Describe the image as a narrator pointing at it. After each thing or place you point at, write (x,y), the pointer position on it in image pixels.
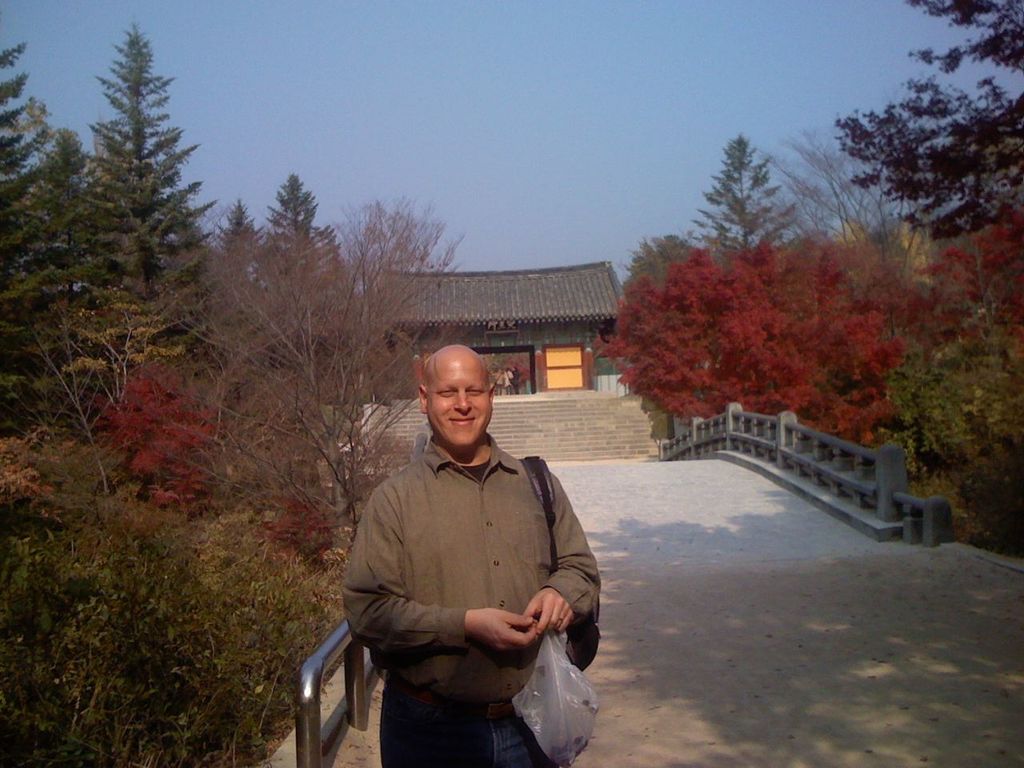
This picture is clicked outside. In the foreground (452,519) we can see a person (459,473) wearing shirt (506,506), bag (588,636), holding a plastic bag (541,709) and standing. In the background (629,601) we can see the ground (622,484), stairway (555,412), group of persons (504,386), house (600,311), railings (780,470), plants (265,495), trees (792,362) and the sky (522,147).
